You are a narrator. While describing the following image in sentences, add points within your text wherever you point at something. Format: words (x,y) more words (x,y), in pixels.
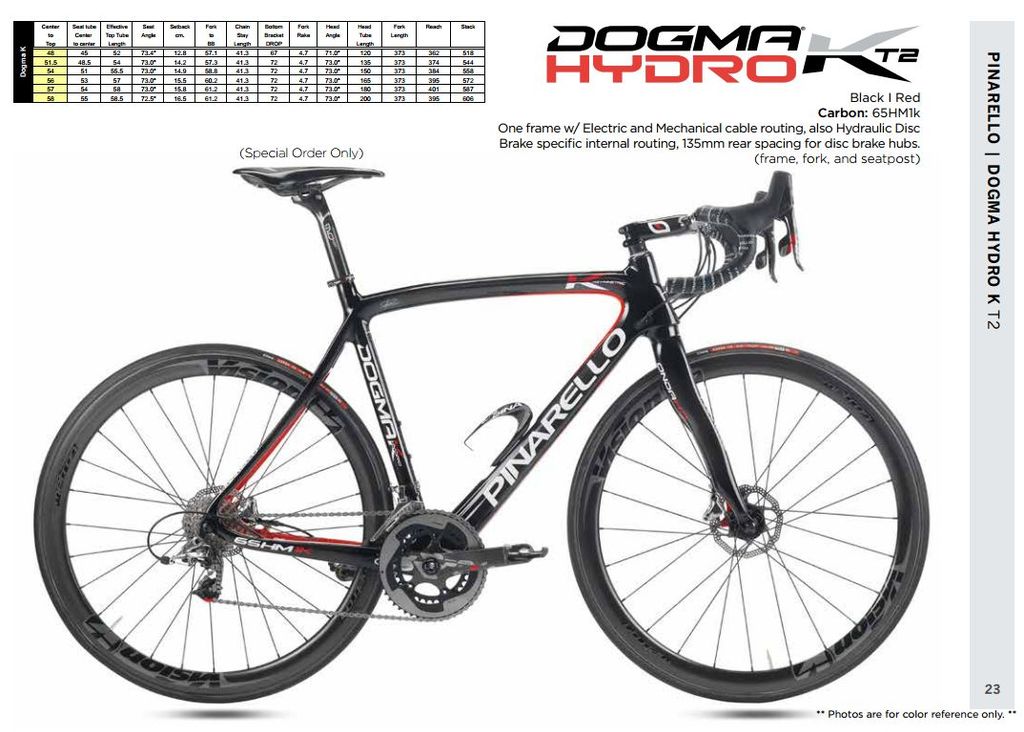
This is a bicycle (519,454) of black color.
